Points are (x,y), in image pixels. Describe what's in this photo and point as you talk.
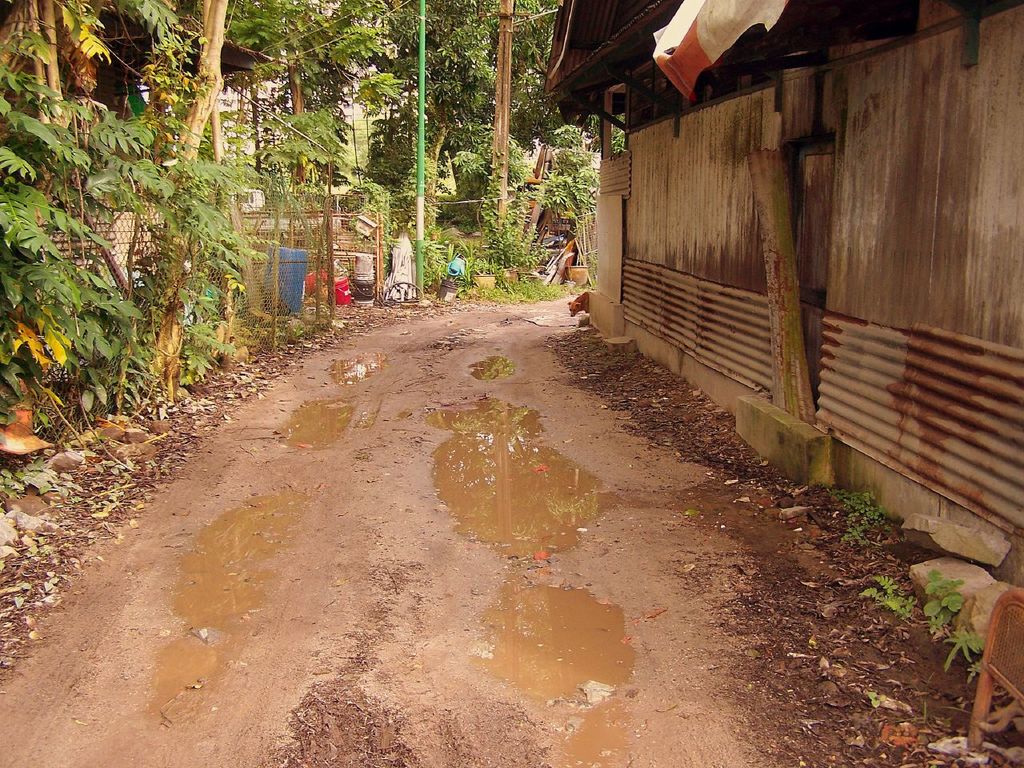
In this image there are plants (935,586), rocks (963,578), mesh (275,268), trees (447,103), shelter (684,140), water (507,438), poles (418,214) and objects (285,277).
